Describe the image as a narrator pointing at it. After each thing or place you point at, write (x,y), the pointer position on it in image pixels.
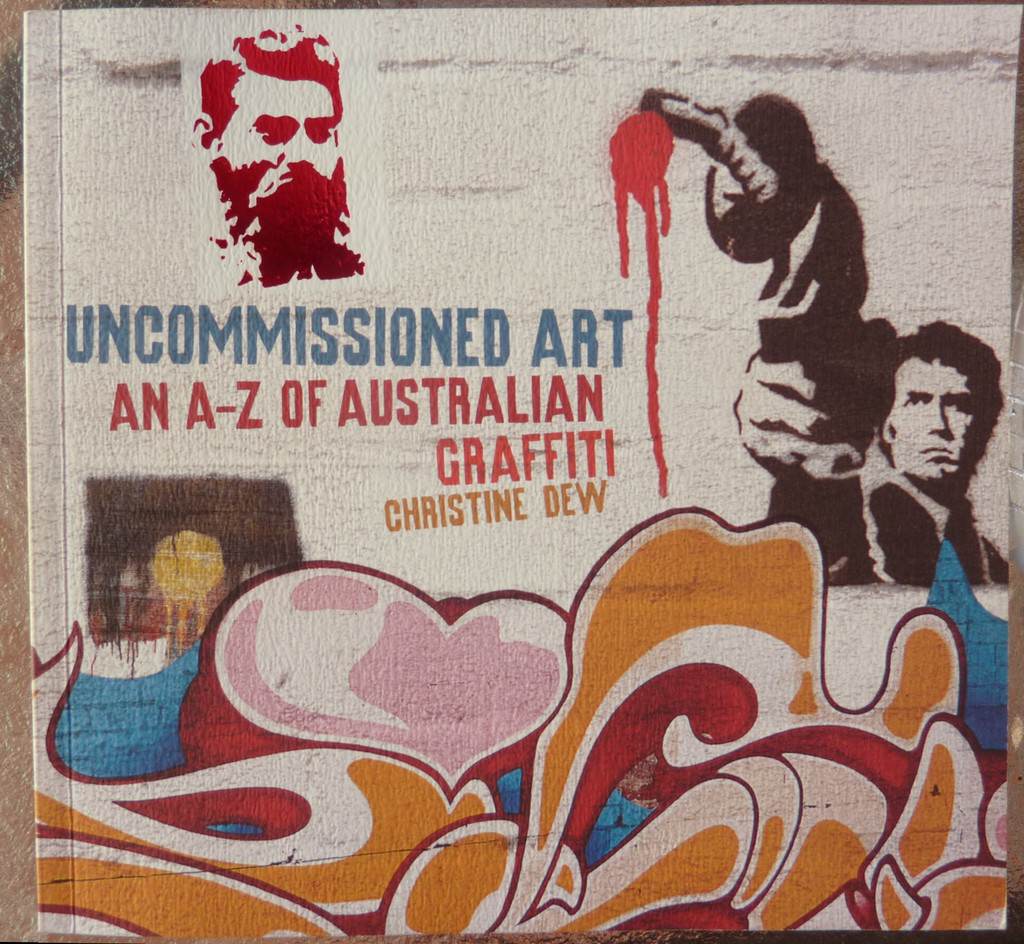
In the image we can see there is a painting (771,524) on the wall (542,639). Matter (448,431) is written on the wall (440,502) and there is a graffiti (441,709) done on the wall (755,660).
